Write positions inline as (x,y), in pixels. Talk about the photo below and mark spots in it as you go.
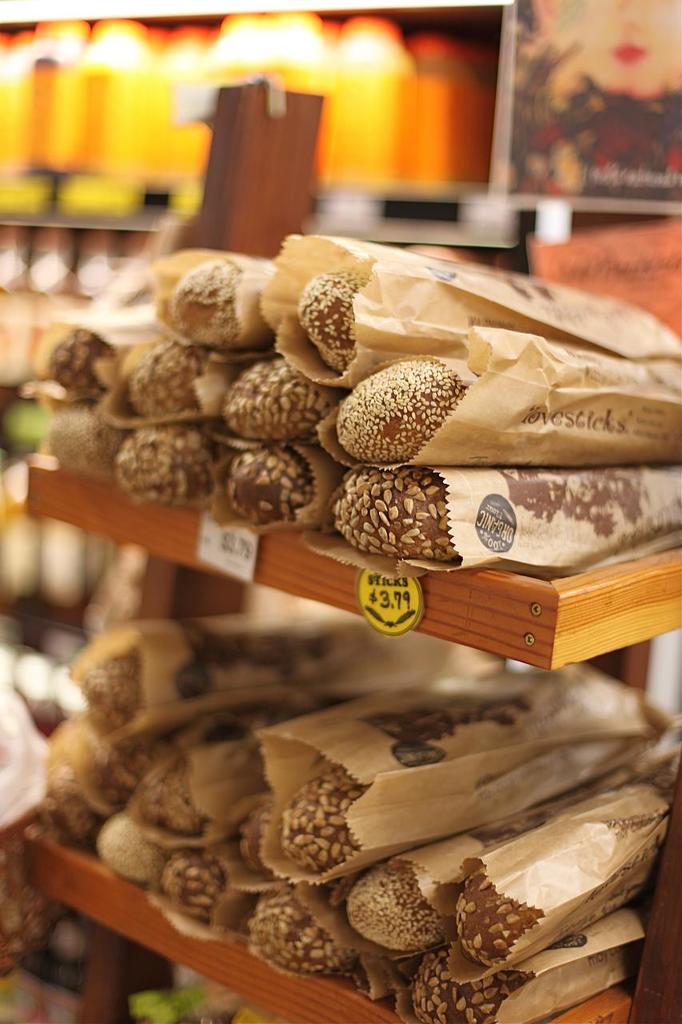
In front of the image there are food items (101,848) on the rack (47,496) with the name tags (411,623). There is a photo frame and the background of the image (154,121) is blur.
